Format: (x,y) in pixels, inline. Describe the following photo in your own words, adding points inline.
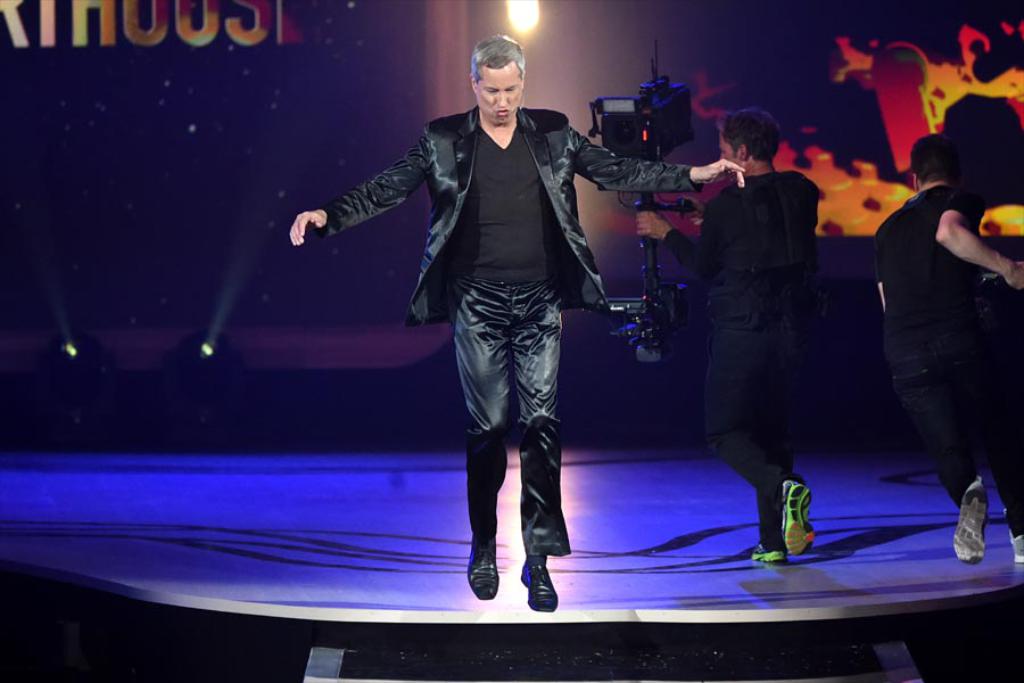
This picture shows a man (539,556) jumping and we see a man (723,280) holding a camera (671,121) and walking and we see a another man (966,314) running.
